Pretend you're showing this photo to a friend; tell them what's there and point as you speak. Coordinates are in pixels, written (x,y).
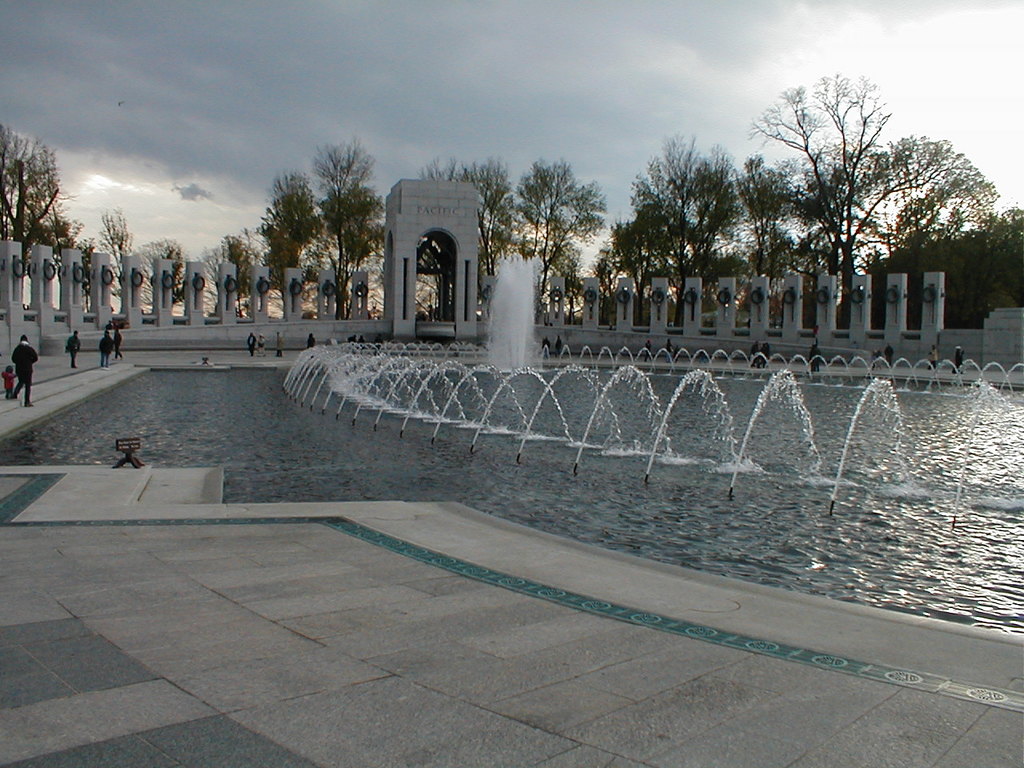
At the bottom of the image (162,656) there is a floor (411,618). Behind the floor (544,634) there is water (570,411) with fountains (389,380). In the background (44,303) there are pillars (900,308) and also there is an arch (405,303). Behind the arch (409,318) there are trees (11,205). At the top of the image (287,95) there is a sky (454,69) with clouds (463,92).
